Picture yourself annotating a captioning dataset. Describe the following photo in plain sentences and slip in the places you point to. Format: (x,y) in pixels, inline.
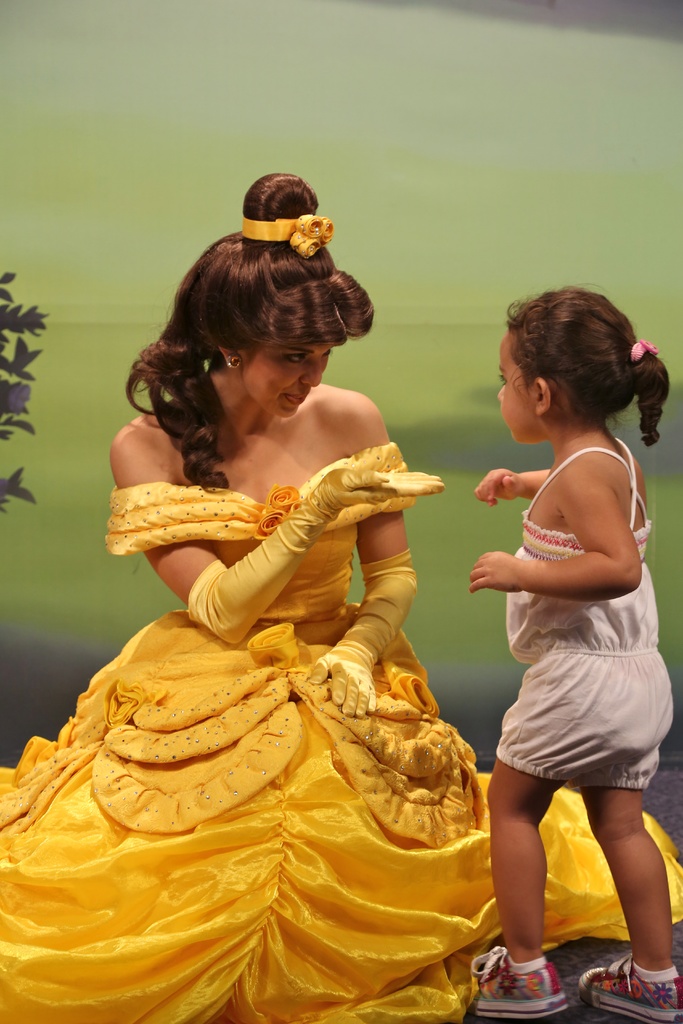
In this image I can see two people (326,729) with white and yellow color dresses (201,681). To the left (13,406) I can see the plant (3,402). In the background (72,275) I can see the green and grey color surface (108,284).
